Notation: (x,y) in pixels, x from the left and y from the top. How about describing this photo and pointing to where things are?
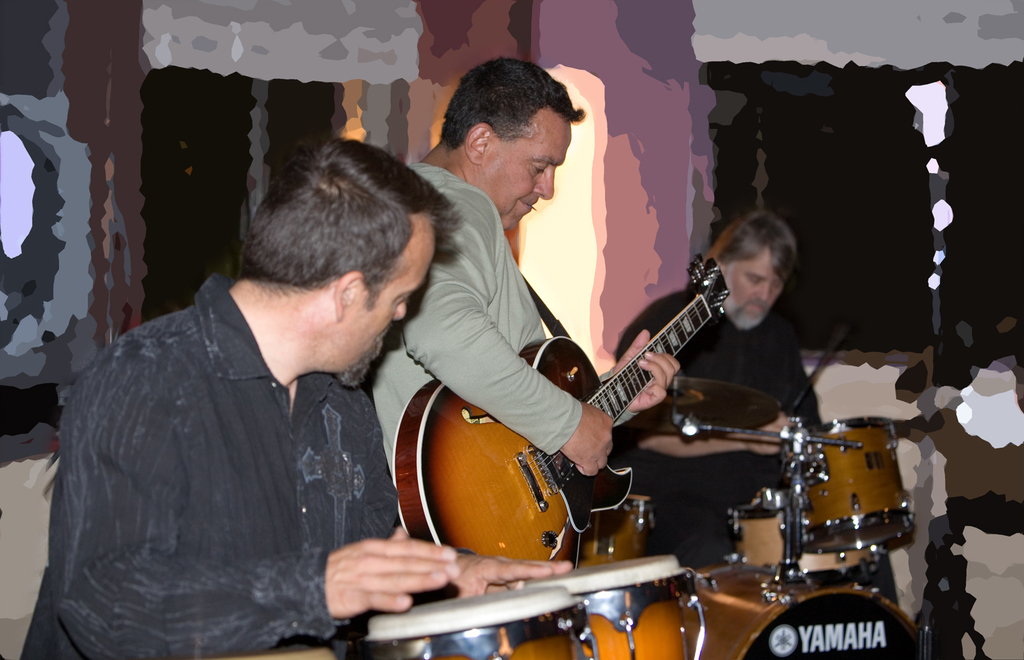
This picture seems to be clicked inside which includes group of Musicians (507,243) and a set of Musical instruments (634,522). On the left (218,414) there is a Man (263,426) wearing black color shirt (267,428), sitting and playing hand drums (583,616). In the center (481,221) there is a Man (481,183) wearing t-shirt (464,284), standing and playing Guitar (536,493). On the right (760,299) there is a Man (728,358) wearing black color shirt (714,366), sitting, holding drum stick (802,394) in his hand (785,421) and playing drums (861,523) and there is a background which seems to be edited.
